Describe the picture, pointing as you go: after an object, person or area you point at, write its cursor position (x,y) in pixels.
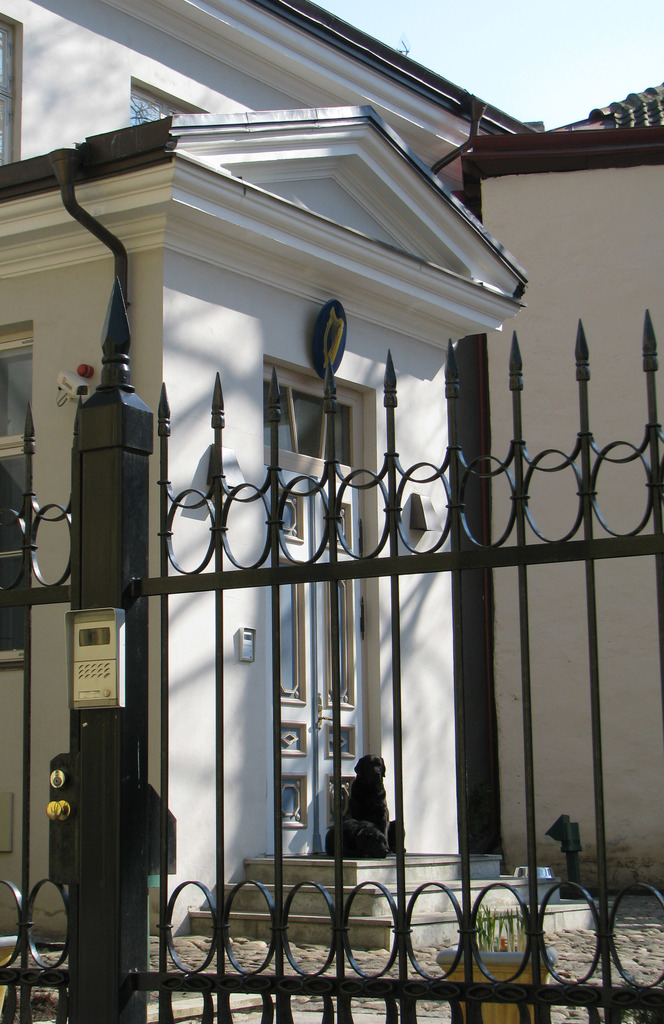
In this image we can see a gate (27,660) with a device (83,669) on that. In the back (222,225) there is a building (222,225) with doors (269,458) and window (12,417). In front of the building (325,802) there is a dog (367,825) and steps (388,867). At the top of the image (506,66) there is sky (501,66). And there is a CCTV camera (78,388) on the wall (47,393). Near to the gate (432,990) there is a pot (496,959) with a plant (482,937).
